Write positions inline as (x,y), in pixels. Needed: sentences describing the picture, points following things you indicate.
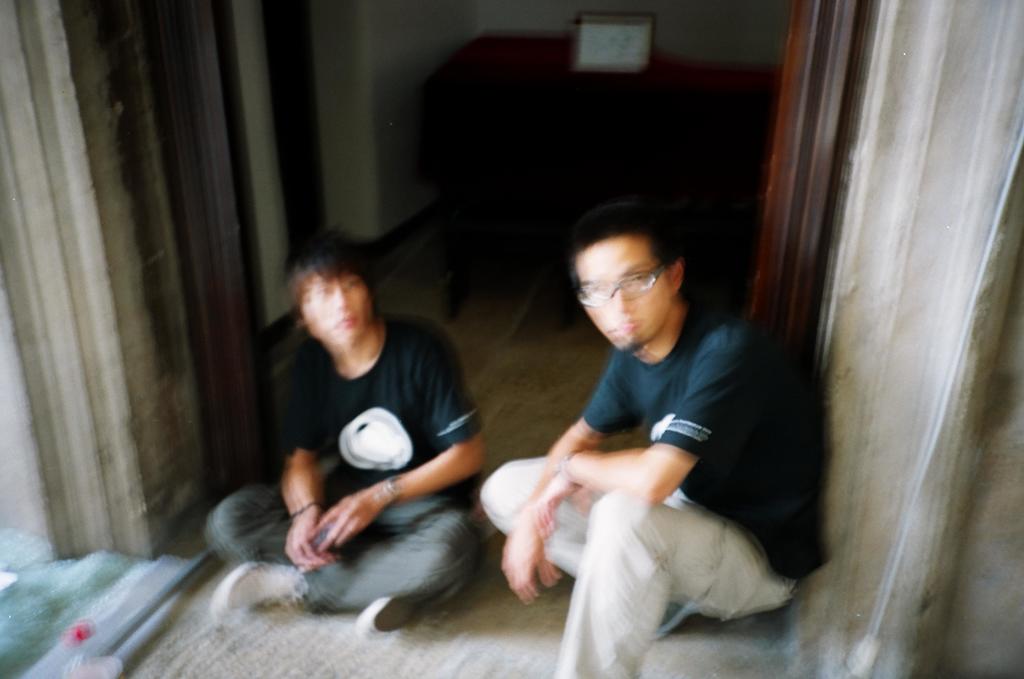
It is a blur image. In this image, we can see two persons (352,545), floor (464,656), walls (386,41) and few objects (776,251).
